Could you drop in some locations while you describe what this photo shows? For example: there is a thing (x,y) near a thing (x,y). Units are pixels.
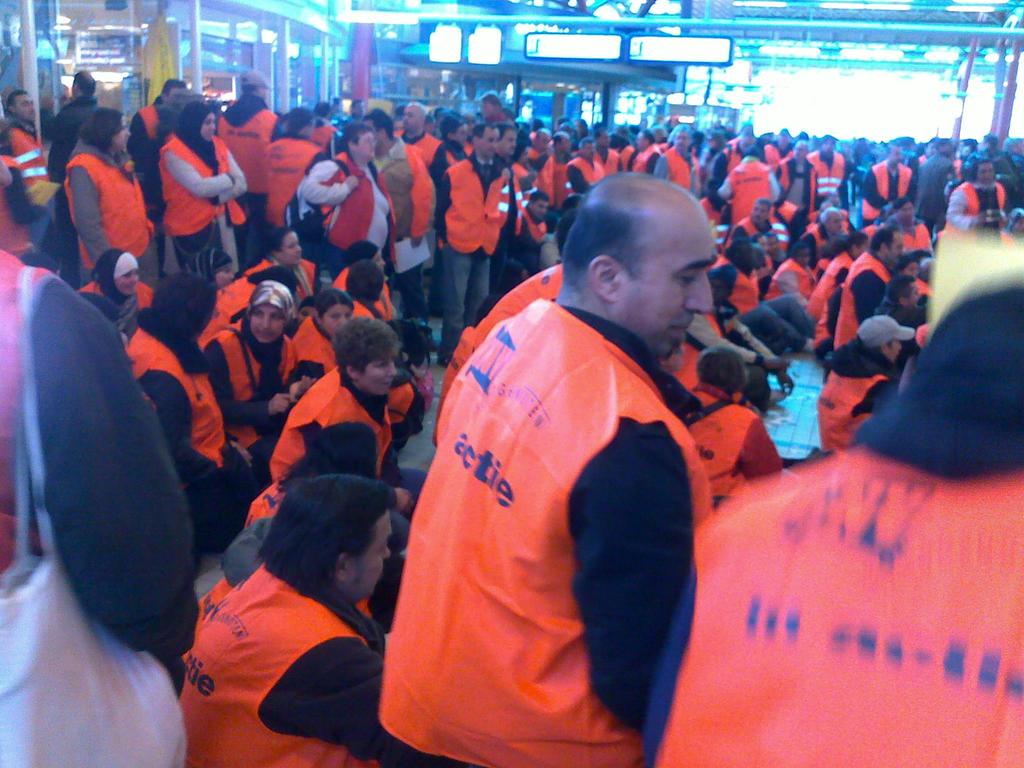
In the image there are many people (363,200) standing and sitting all over the place in safety jacket (485,446), it seems to be clicked inside a mall (758,52).
